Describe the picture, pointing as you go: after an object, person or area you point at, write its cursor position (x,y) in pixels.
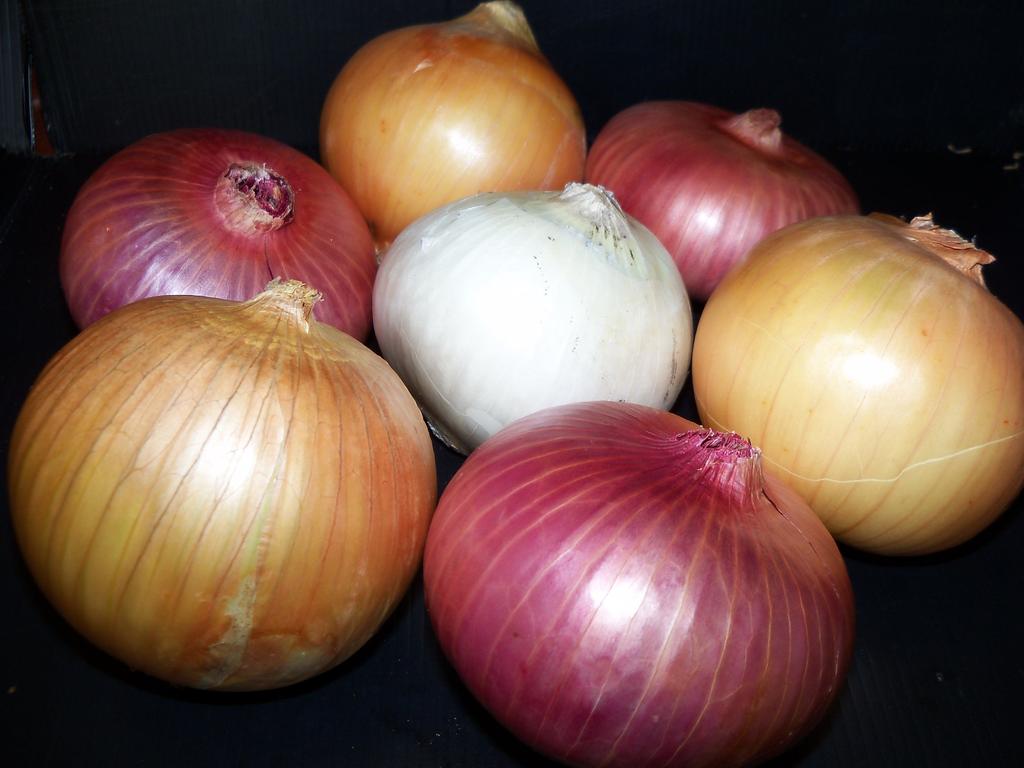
In this image, we can see few onions (573,427) and a white onion (561,337) is placed on the black surface (295,717).
